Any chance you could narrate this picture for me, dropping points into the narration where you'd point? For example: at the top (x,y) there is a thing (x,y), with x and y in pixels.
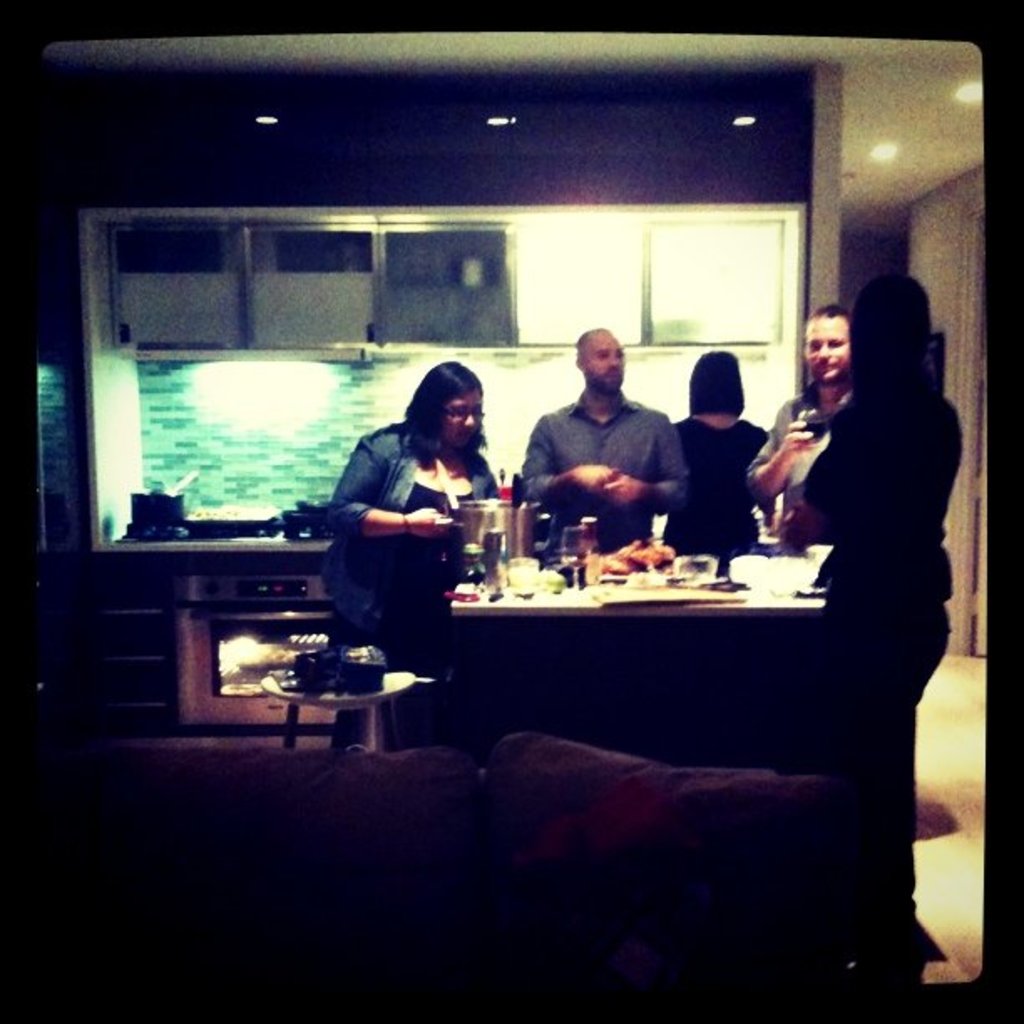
This picture is clicked inside a room (948,830). In the center of the image (632,614) there is a table (616,617) and there are people (857,451) around it. On the table (618,604) there are glasses (575,555), food (610,563) and jar (505,523). To the below of the image there is a couch (402,890) and behind it there is a stool (359,708). In the background (267,655) there is wall (941,240), cupboards (380,282), micro-oven (226,685). There are lights (884,147) to the ceiling (922,119).
